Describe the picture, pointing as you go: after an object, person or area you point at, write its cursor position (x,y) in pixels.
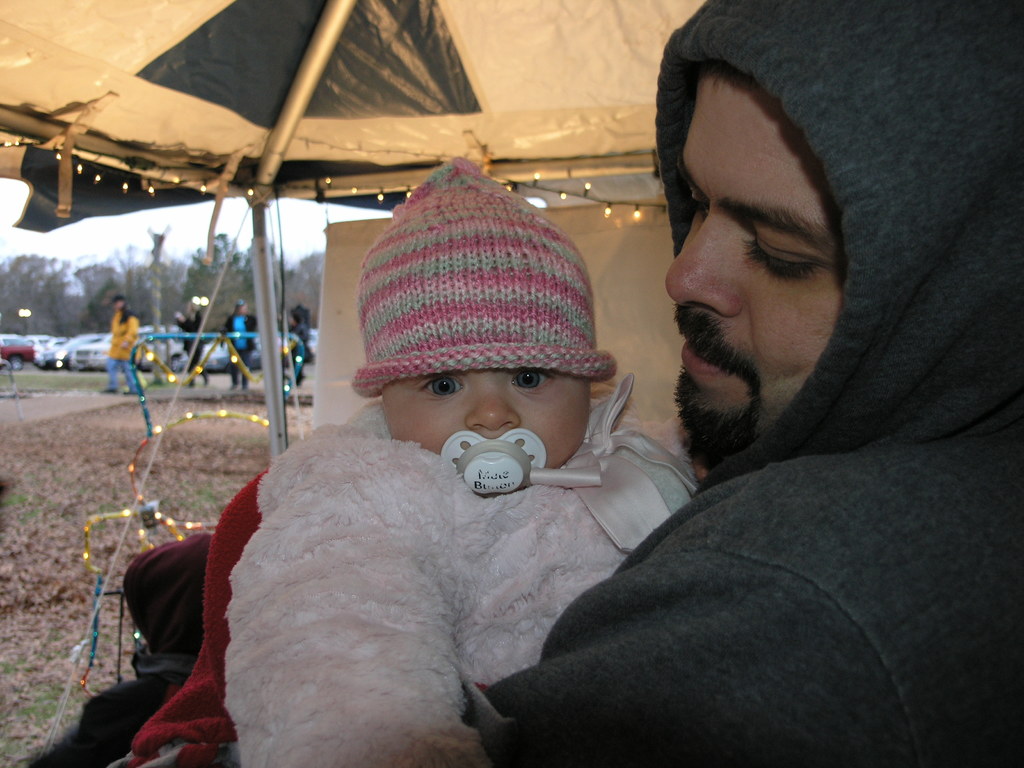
Here we can see a man (808,558) holding a baby (398,551) in her hands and there is a pacifier (495,471) in the baby mouth (491,459) and a hat (500,308) on the head (442,406) and they are under a tent (424,169). In the background (136,338) there are few persons (130,352) walking on the ground (42,459), vehicles (51,359), trees (173,311), light poles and sky (67,251).
